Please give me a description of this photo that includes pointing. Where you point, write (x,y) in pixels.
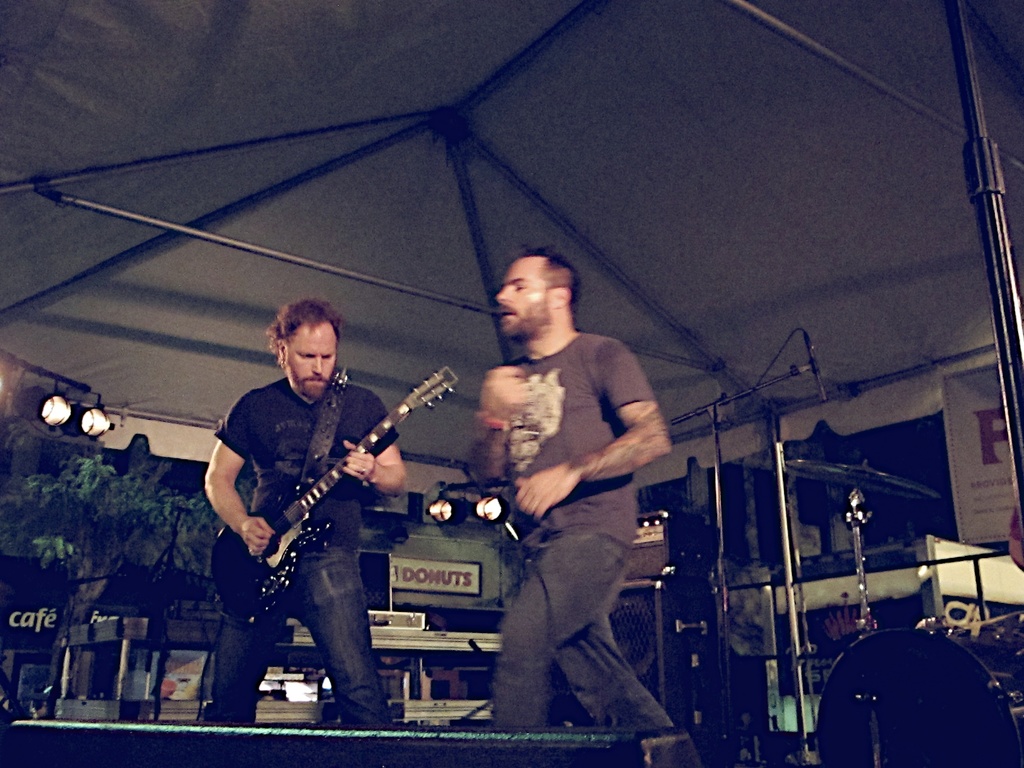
There are two persons (399,457) in the image. One person (335,575) is standing and playing guitar (310,528). The other person (544,407) I think he is dancing. This looks like a tent (655,97). At background (682,593) I can see a speaker (682,649) and some object (640,542) placed on it. At the right corner of the image (916,669) I can see a drum (895,672) and hi-hat instruments (861,574). This is a tree (140,518) and this looks like a restaurant (167,682) with a name board (432,574).
